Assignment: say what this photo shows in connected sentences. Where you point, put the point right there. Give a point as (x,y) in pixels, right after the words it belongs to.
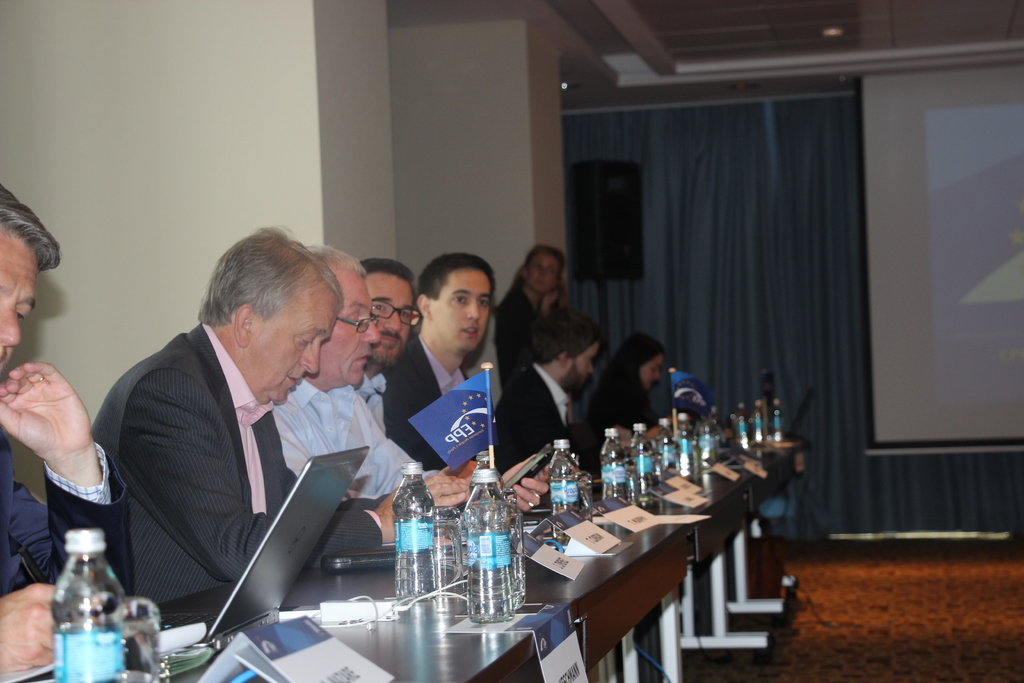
In this picture we can see some persons (379,368) are sitting on the chairs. This is table (479,659). On the table (380,645) there are bottles (628,480), and a laptop (299,500). This is floor (921,625). On the background (979,270) we can see a screen (906,196) and this is curtain (766,236).
